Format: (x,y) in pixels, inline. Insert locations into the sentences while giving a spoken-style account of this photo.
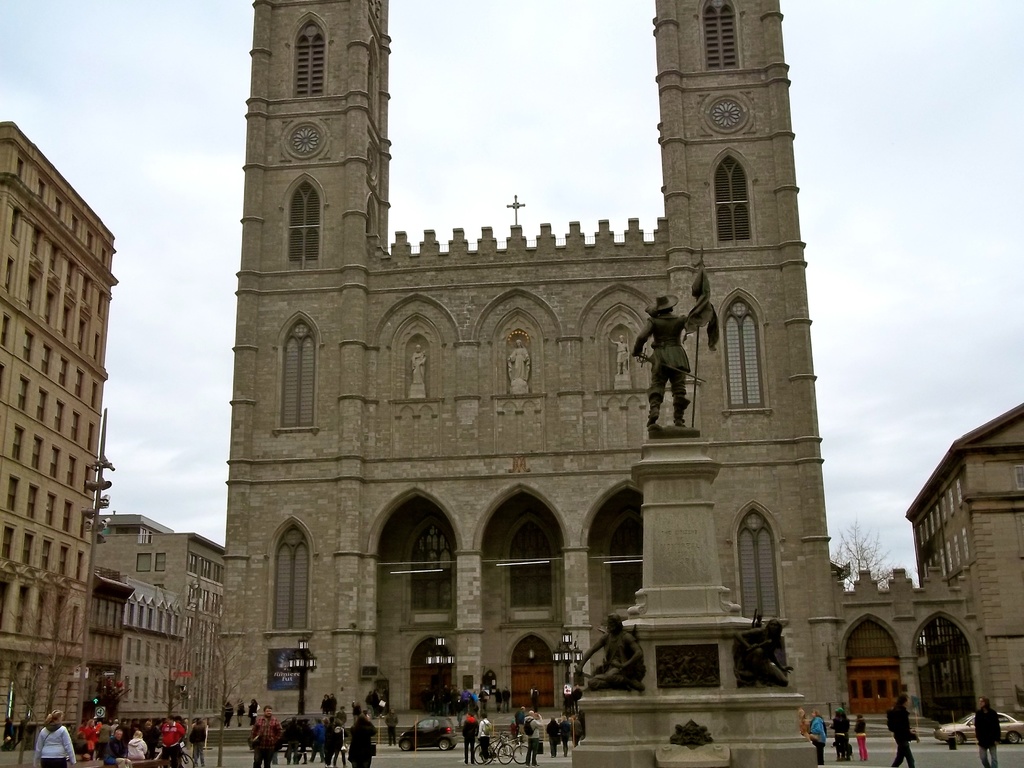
In the foreground of the image (92,734) we can see some persons (367,723) are walking on the road (485,766). In the middle of the image (536,352) we can see a building (577,539) and some statues (764,632). On the top of the image (625,194) we can see the sky (487,151) and a plus symbol (517,203).
